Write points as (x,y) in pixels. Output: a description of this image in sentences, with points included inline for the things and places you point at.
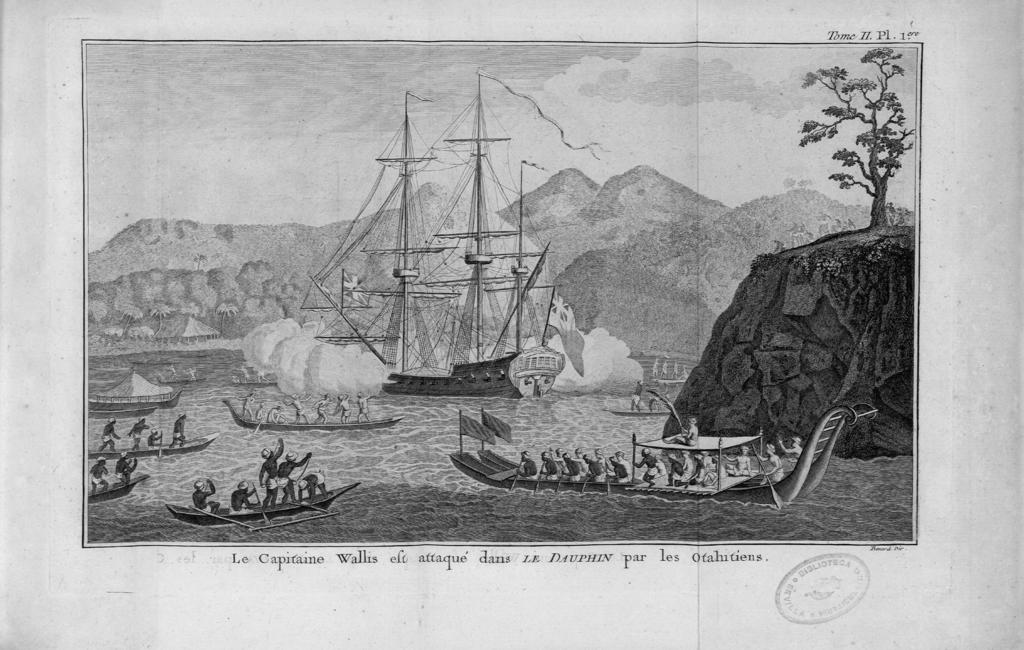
This is a black and white image. In this image we can see the drawing (400,408) of a ship (436,374) in the water (404,457). We can also see boats (318,429) with some people (301,411) holding the oars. On the backside (627,298) we can see a group of trees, the mountains (742,260) and the sky (749,99). On the bottom of the image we can see some printed text (247,564) and a stamp (797,570) on it.
